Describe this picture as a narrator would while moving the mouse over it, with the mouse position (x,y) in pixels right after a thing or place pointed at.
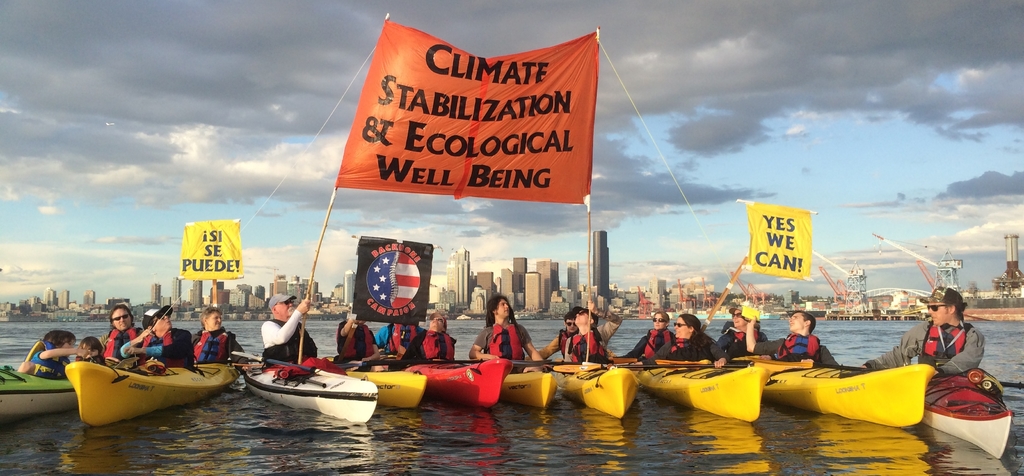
In this image, there is water (368,470) and there are some boats (876,397), there are some people (159,331) sitting on the boats (685,380), they are holding an orange color poster (378,51) on that poster (590,45) there is CLIMATE STABILIZATION & ECOLOGICAL WELL BEING written, at the right side (759,233) there is a yellow color poster (755,248), on that there is YES WE CAN written, at the background (555,284) there are some buildings (578,280) and at the top (723,125) there is a sky (780,95).
